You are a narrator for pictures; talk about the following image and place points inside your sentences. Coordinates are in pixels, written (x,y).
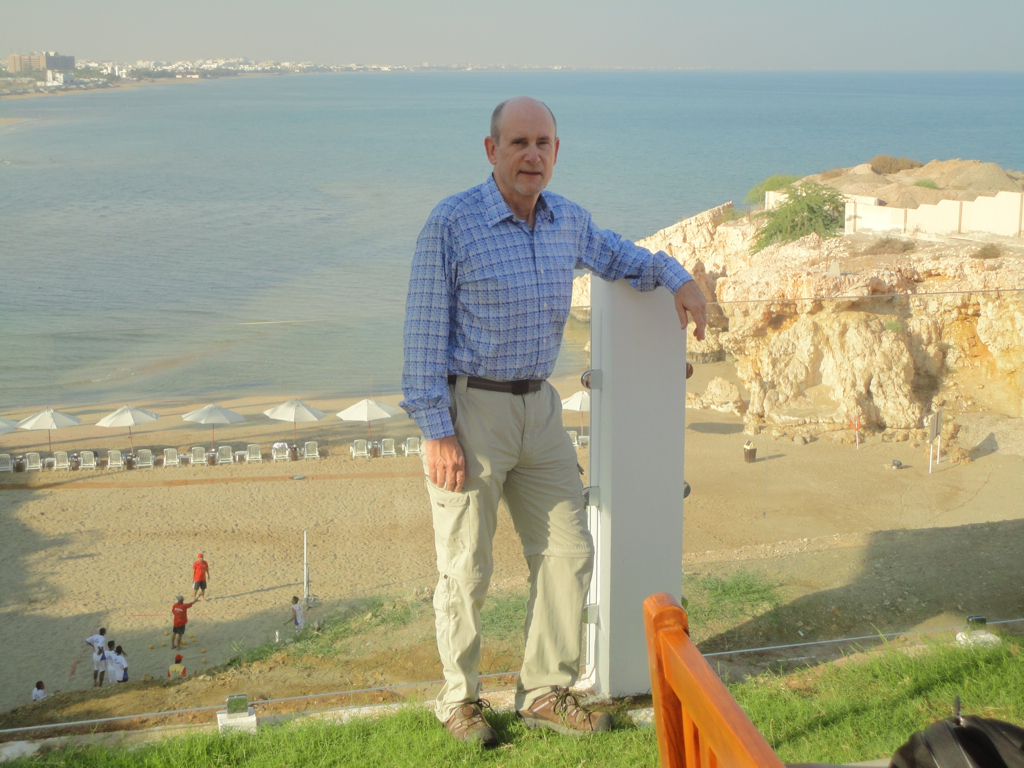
Here I can see a man (571,293) standing and giving pose for the picture. At the bottom (390,744), I can see the grass (517,759) on the ground (513,644). In the bottom right-hand corner (736,740) there is a chair (723,743) and a black color object (933,739). In the background (285,430) there is a beach (290,461). There are many chairs (85,454) and umbrellas (135,422). In the bottom left-hand corner (122,656) there are few people (114,669) standing. On the right side (1007,333) there is a hill (810,304). In the background (281,114) there is an ocean (115,196) and also I can see many buildings (112,64). At the top of the image (492,40) I can see the sky (485,32).
